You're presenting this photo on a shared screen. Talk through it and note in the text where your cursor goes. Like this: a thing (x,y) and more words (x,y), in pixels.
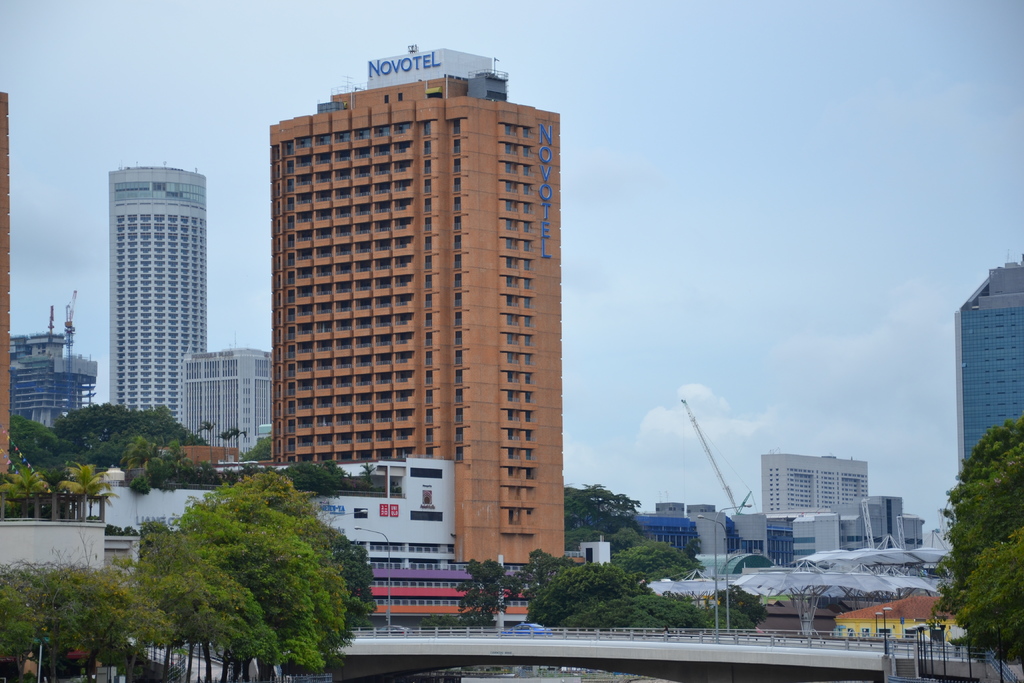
In the foreground of the image (532,662) we can see a bridge (463,662). To the left side of the image (228,651) we can see group of trees (215,574), buildings (133,394). To the right side of the image (796,601) we can see a group of sheds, a crane (702,440) and in background (664,492) we can see sky (899,294).
